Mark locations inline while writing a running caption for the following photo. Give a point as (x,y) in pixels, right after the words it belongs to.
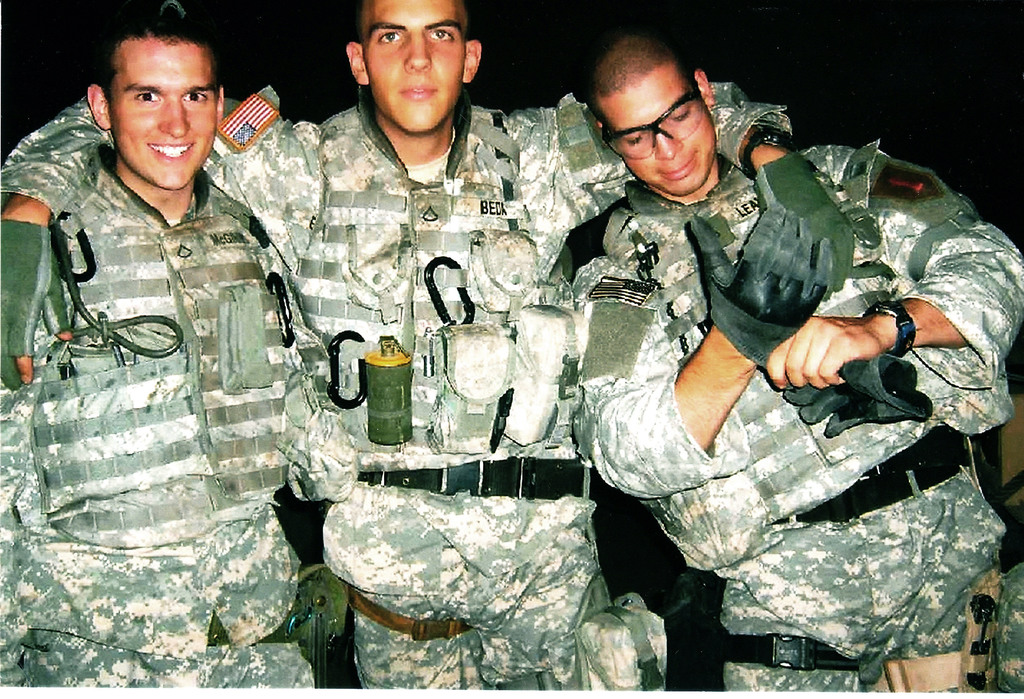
In this picture we can see three persons (654,368). There is a dark background (293,80).
